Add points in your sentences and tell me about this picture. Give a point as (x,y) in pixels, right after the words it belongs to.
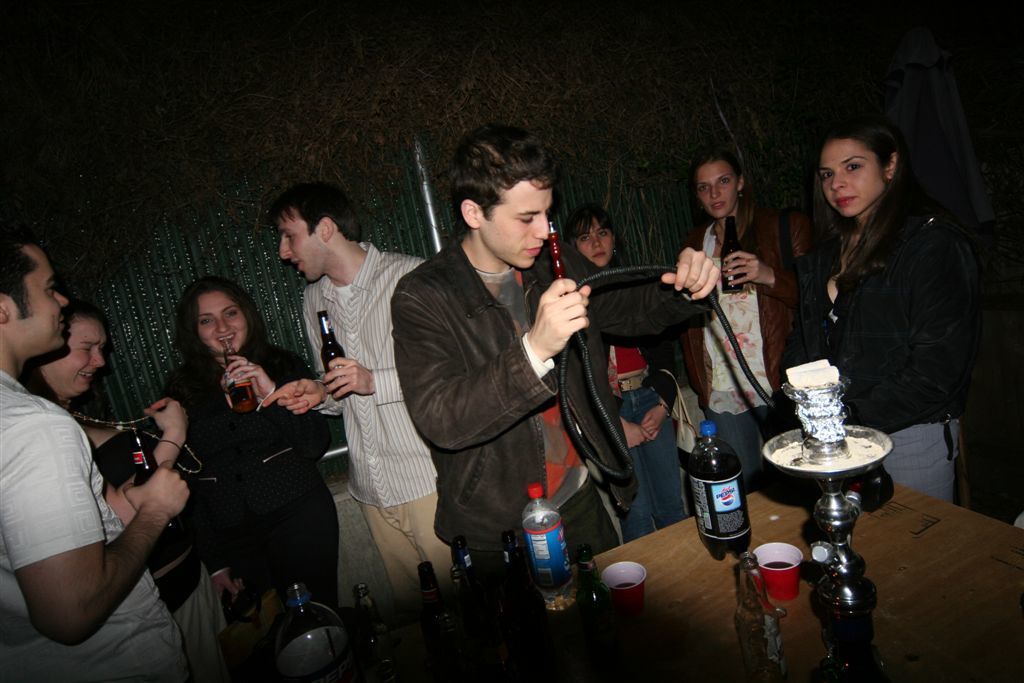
In this picture, we see people (462,215) holding beer bottles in their hands (565,289). In front of them, we see a table (696,573) on which cup (765,579), glass (778,567), soda bottles (702,462), hookah machine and beer bottles (594,586) are placed. This picture might be clicked in the bar (196,263). In the background (452,199), it is black in color and this picture is clicked in the dark.
